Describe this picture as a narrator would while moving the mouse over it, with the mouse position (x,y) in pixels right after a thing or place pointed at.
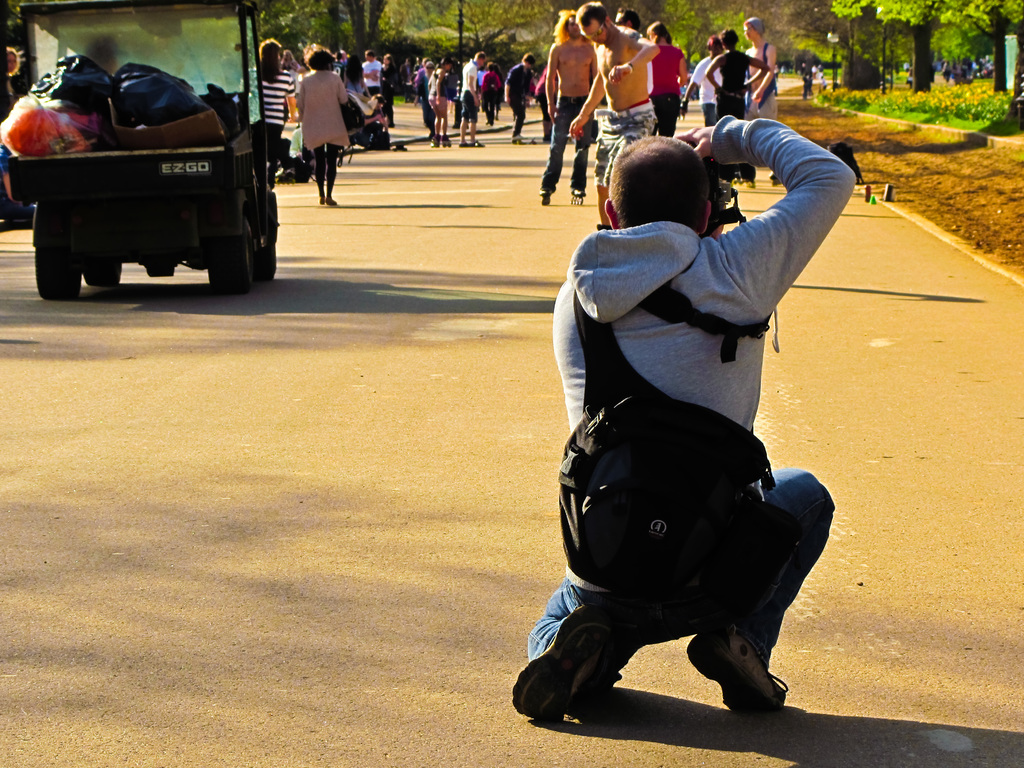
In this picture I can observe a man (697,269) on the road (727,726), holding a camera (715,180) in his hands (721,231). On the left side (116,79) I can observe a vehicle (82,217). In the background (440,41) there are people (464,111) walking on the road (530,120) and I can observe some trees (458,41).
